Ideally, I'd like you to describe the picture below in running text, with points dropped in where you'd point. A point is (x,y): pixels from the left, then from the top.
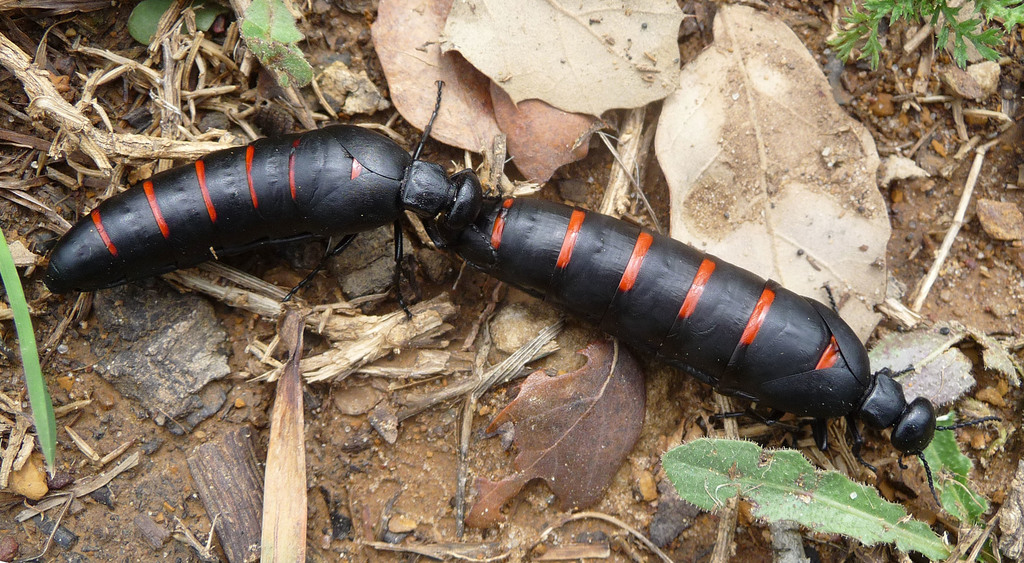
As we can see in the image there are dry leaves (462,145) and insects (631,252).
